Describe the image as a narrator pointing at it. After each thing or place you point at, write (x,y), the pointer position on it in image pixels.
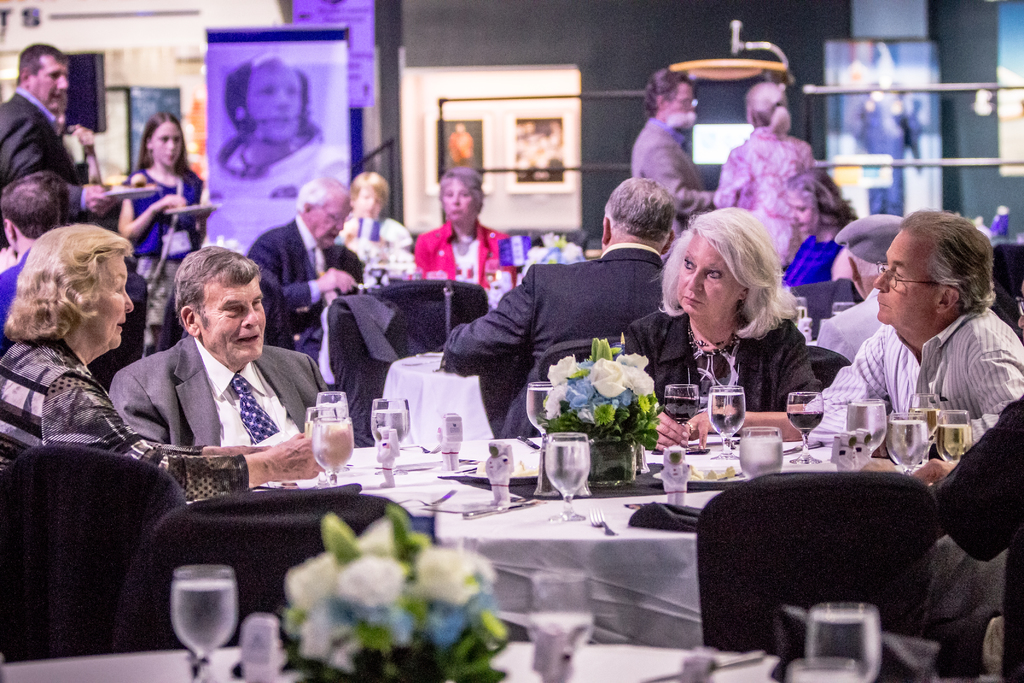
There are group of people (521,355) sitting on the chair (62,575) around a table (586,541) and few (105,197) are standing in the background (39,139). We can also see posters (295,78), hoardings (312,74), pole (528,171) and wall (180,61). On the table (533,453) there are glasses (583,458), flower vase (599,459).
